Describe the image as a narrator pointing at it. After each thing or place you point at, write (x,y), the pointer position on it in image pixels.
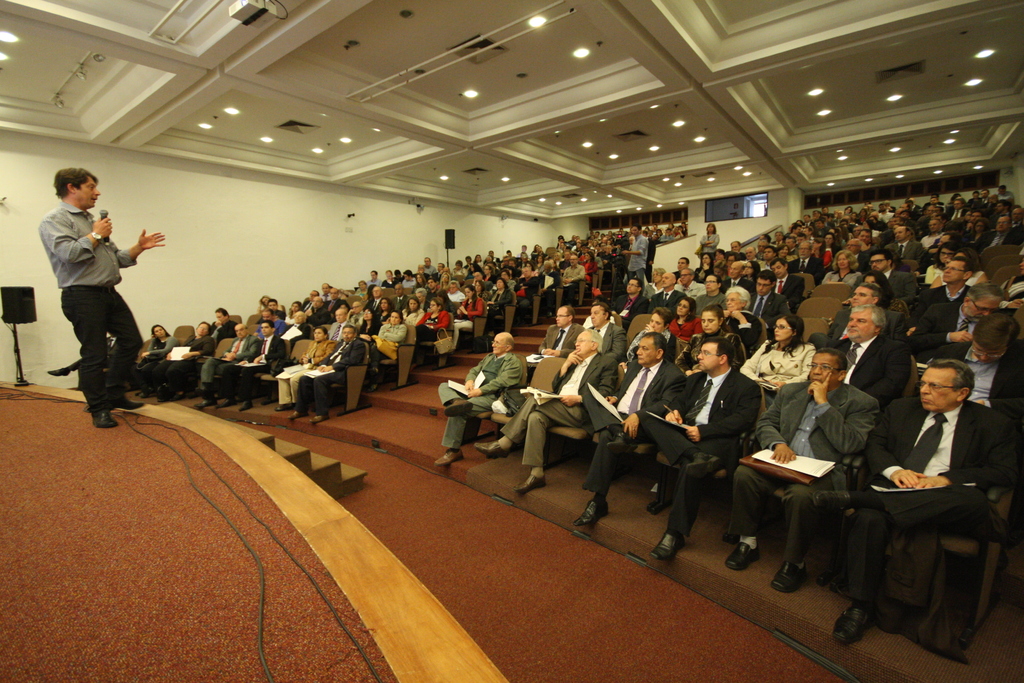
In this picture I can see group of people (545,290) sitting on the chairs (862,475), there is a person (70,180) standing and holding a mike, there are cables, there are speakers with the stands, there is a projector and there are lights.
